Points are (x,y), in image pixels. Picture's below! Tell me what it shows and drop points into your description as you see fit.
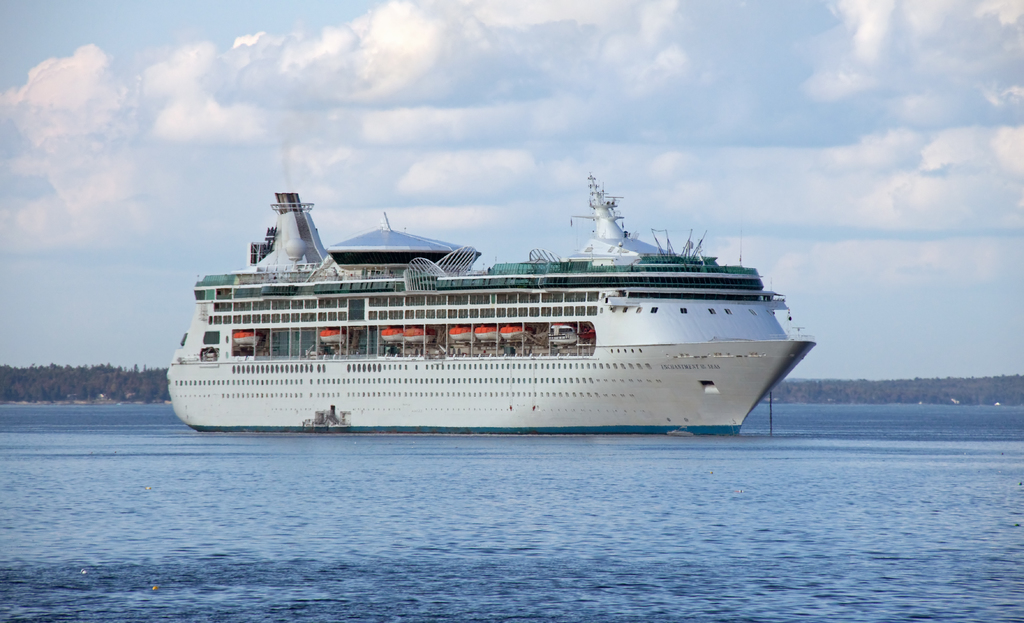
In this image in the middle (558,278) there is a boat (530,291). At the bottom (436,520) there are waves (399,564) and water (450,567). In the background (997,311) there are trees (51,389), sky (253,177) and clouds (114,84).
